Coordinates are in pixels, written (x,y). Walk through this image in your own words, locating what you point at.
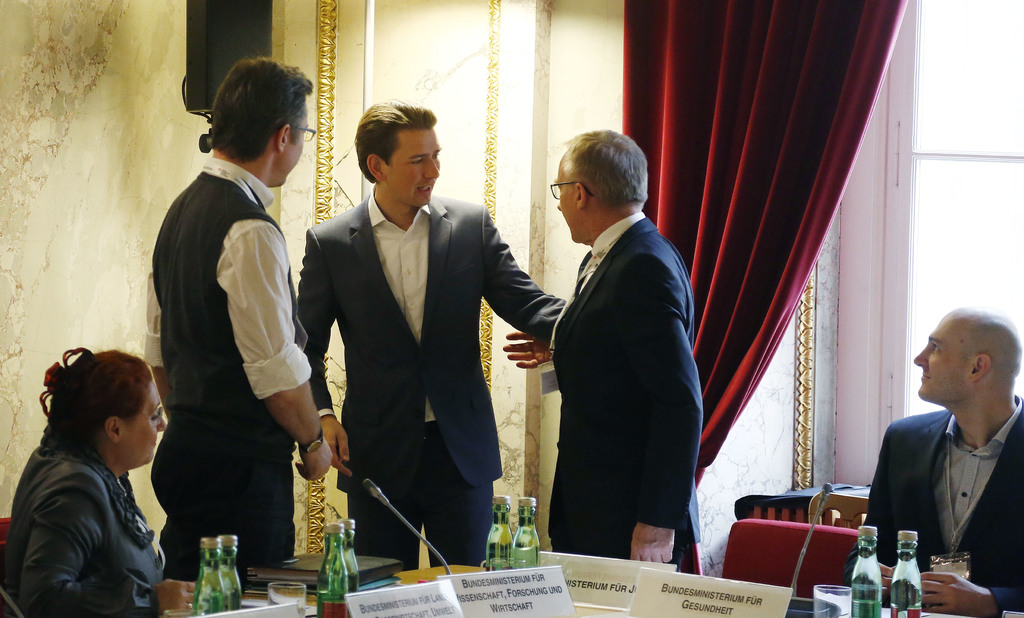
This 3 persons (582,340) are standing. This 2 persons (15,527) are sitting on a chair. On this table (419,572) there are cards (371,616), bottles (517,551) and books (364,562). This is a red curtain (748,102).
